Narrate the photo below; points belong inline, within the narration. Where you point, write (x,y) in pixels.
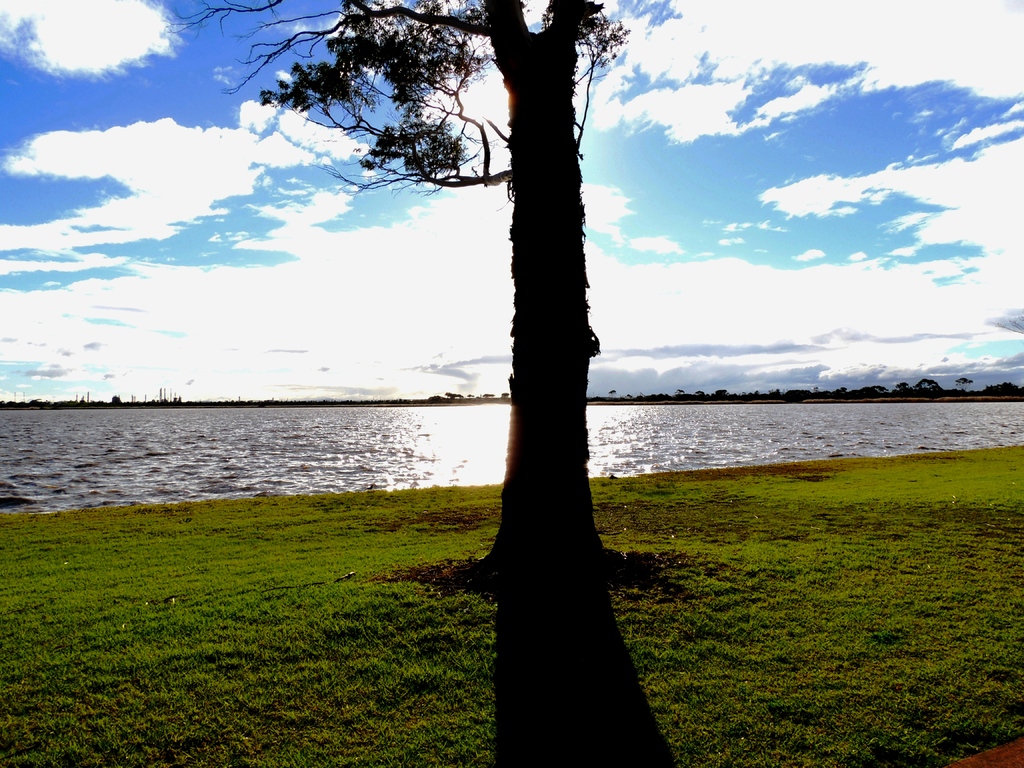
There is a tree (563,230) on a greenery ground (590,627) and there is water (328,426) beside it and there are trees (870,393) in the background (900,385).
